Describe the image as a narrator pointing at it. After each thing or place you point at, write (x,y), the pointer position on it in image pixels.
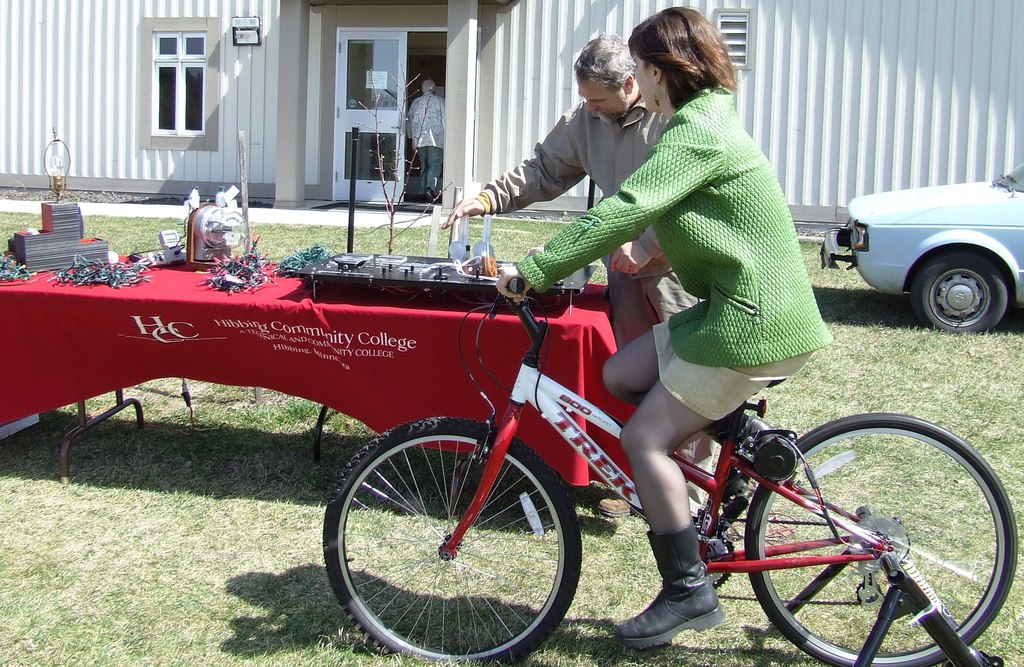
This is a place where we can see a girl (778,310) who is wearing green color jacket (708,259) and riding a bicycle (740,488) and a person (589,162) beside her who is standing in front of a table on which there are some things (361,254) and behind them there is a car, a door (377,59), window (148,51) and a person (439,125) entering the room (439,74).
